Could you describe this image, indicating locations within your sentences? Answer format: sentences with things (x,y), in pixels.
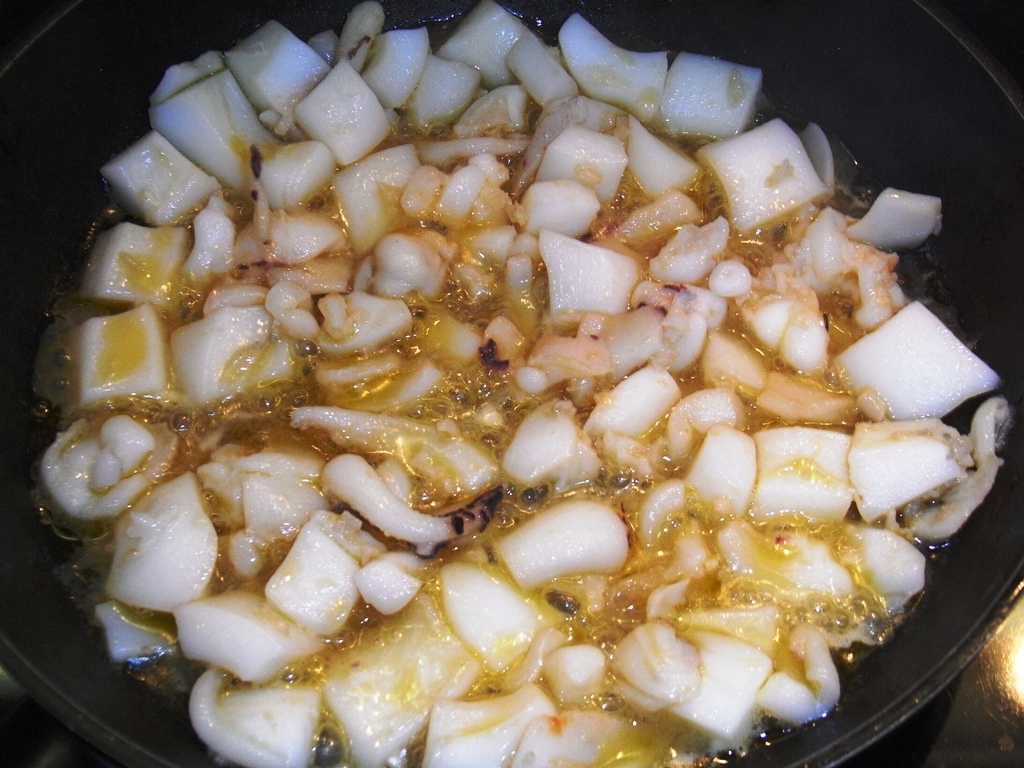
In this image I can see a bowl (973,351) which consists of some food item (518,360).
